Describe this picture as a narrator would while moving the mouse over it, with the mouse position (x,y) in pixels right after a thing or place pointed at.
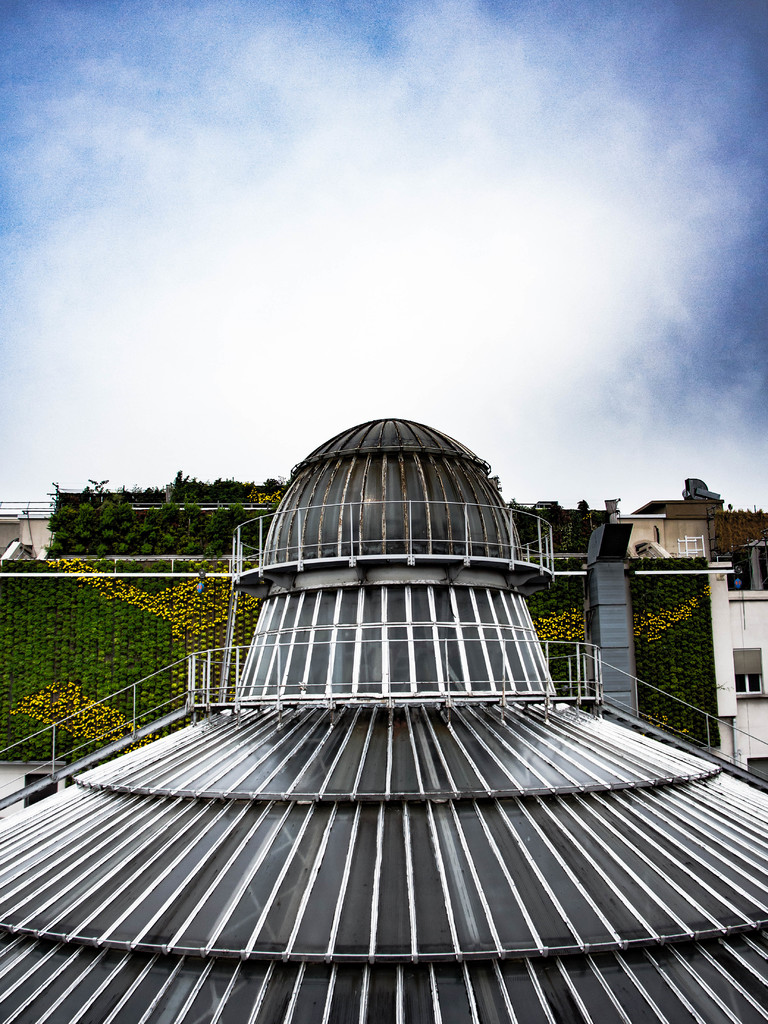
In this image we can see the roof (238,812) of an architecture (472,996), we can see buildings (758,609), plants (71,592) and the sky (150,149) with clouds (150,149) in the background (727,125).
